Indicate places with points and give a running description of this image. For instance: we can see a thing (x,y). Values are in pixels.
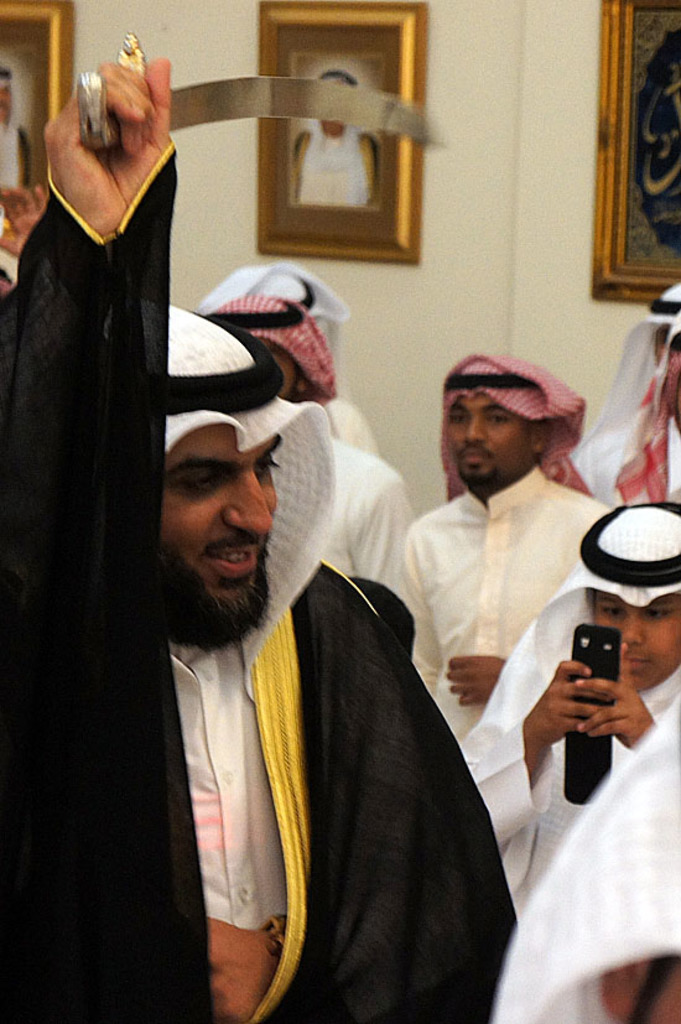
Here in this picture we can see a group of people (486,517) in traditional dresses (293,627) standing over a place and the man (386,645) in the front (361,647) is holding a sword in his hand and beside him we can see a child (632,638) clicking pictures in the mobile phone (588,657) present in his hand (558,686) and we can see portraits (365,211) present on the wall (502,79).
